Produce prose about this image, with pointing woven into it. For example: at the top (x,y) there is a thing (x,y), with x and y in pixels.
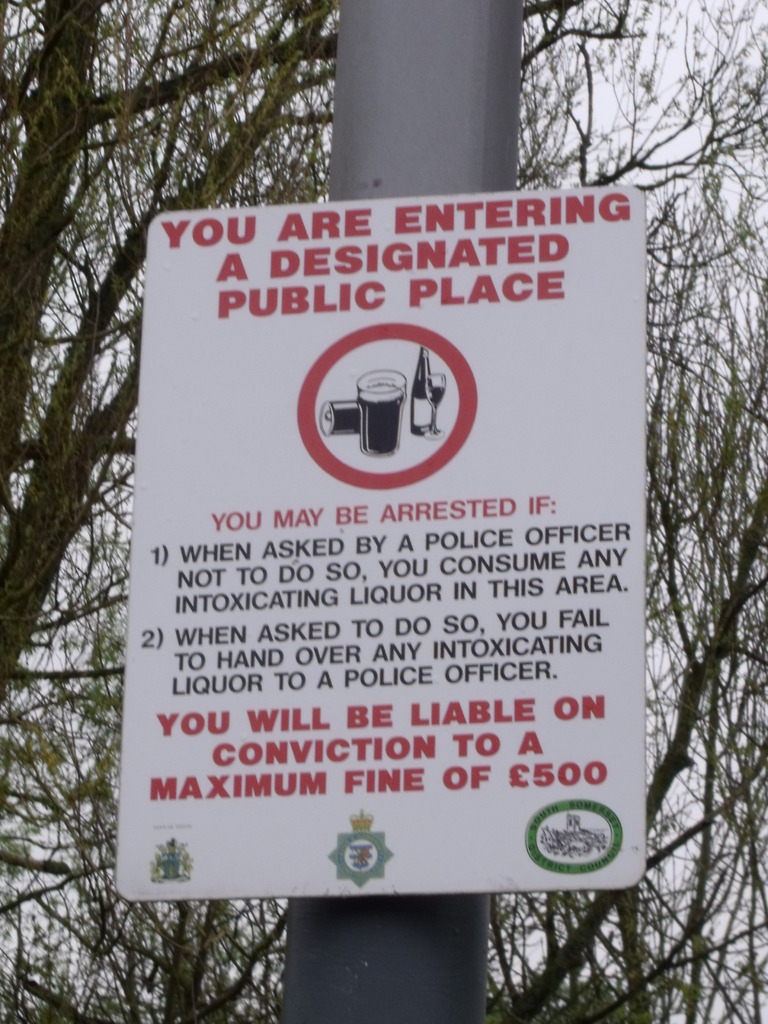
In this image, we can see a poster (458,462) on a pole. We can see some text (524,215) and image (354,404) on the poster (332,505). There are a few trees (92,126). We can also see the sky (625,139).
